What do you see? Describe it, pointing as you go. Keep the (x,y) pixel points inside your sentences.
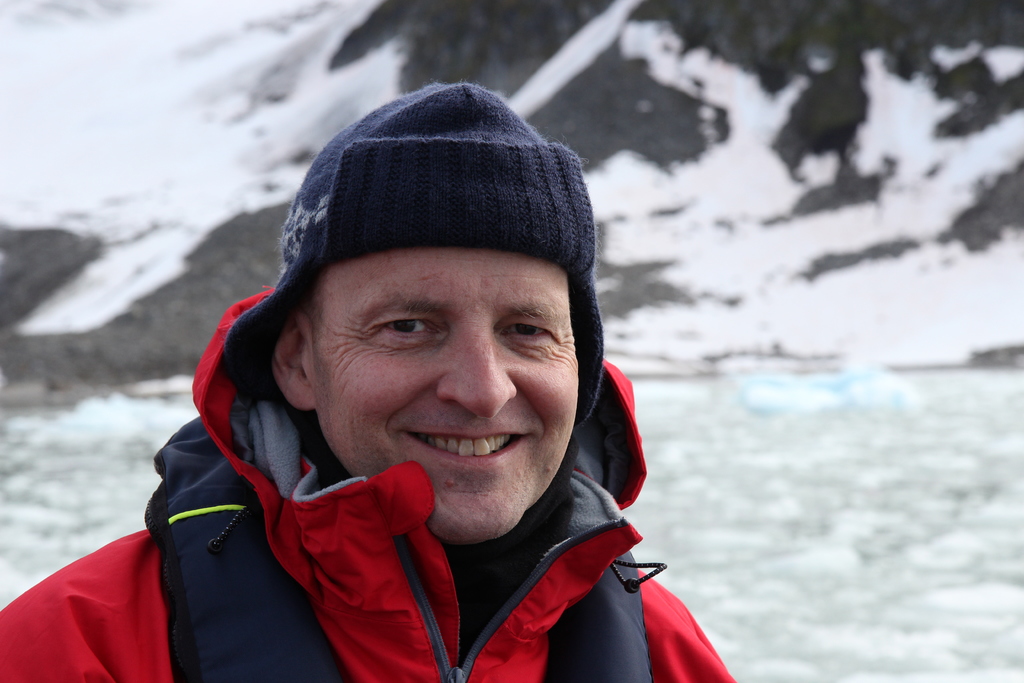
In this picture there is a man (356,681) smiling and wore jacket (356,681) and cap (503,139). In the background of the image (842,544) it is blurry and we can see water (871,496) and snow (717,145).
